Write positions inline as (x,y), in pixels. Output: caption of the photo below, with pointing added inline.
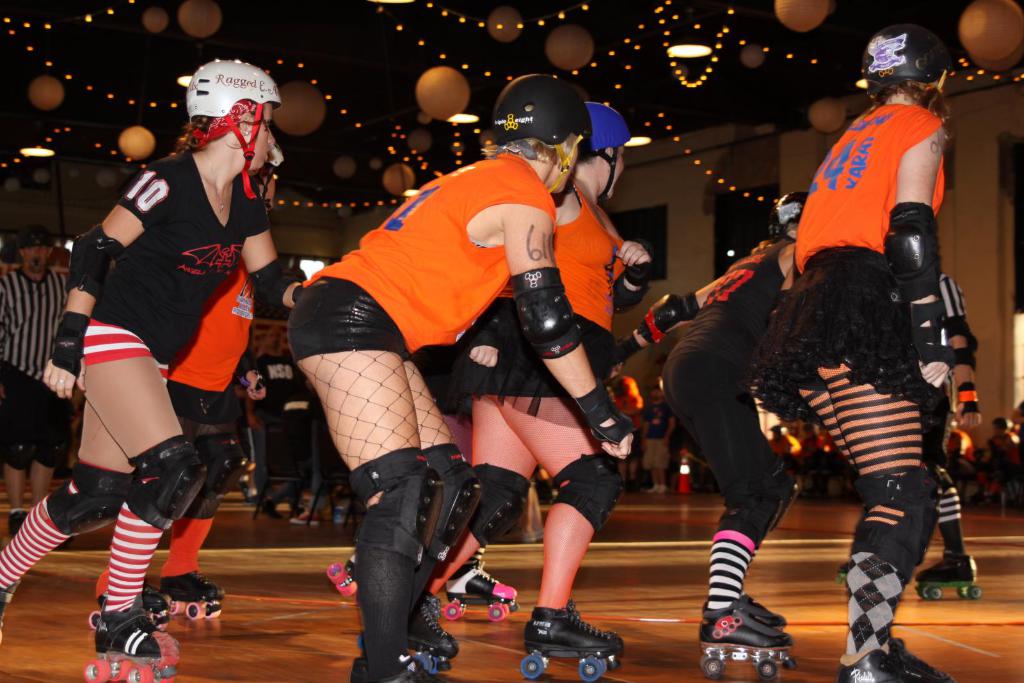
In this image we can see a few girls (497,479) are skating on the floor (790,583). At the top of the image (436,89) there are few balloons (998,40) and lights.
